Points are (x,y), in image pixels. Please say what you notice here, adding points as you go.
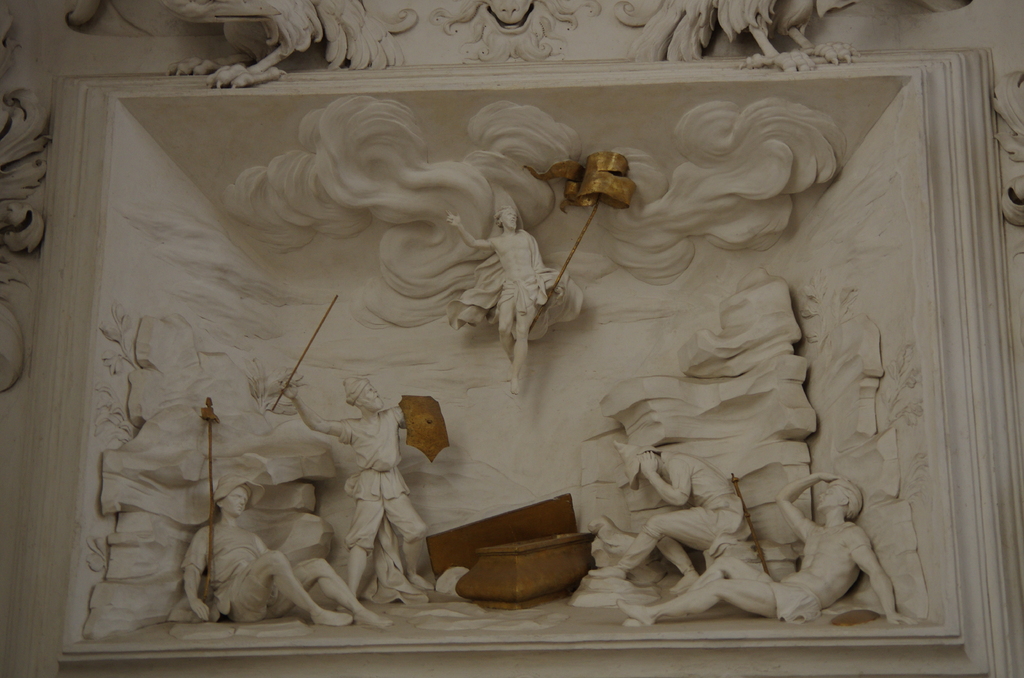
This image looks like, it is handcrafted. There are some statues (505,255) in the middle (372,414).
